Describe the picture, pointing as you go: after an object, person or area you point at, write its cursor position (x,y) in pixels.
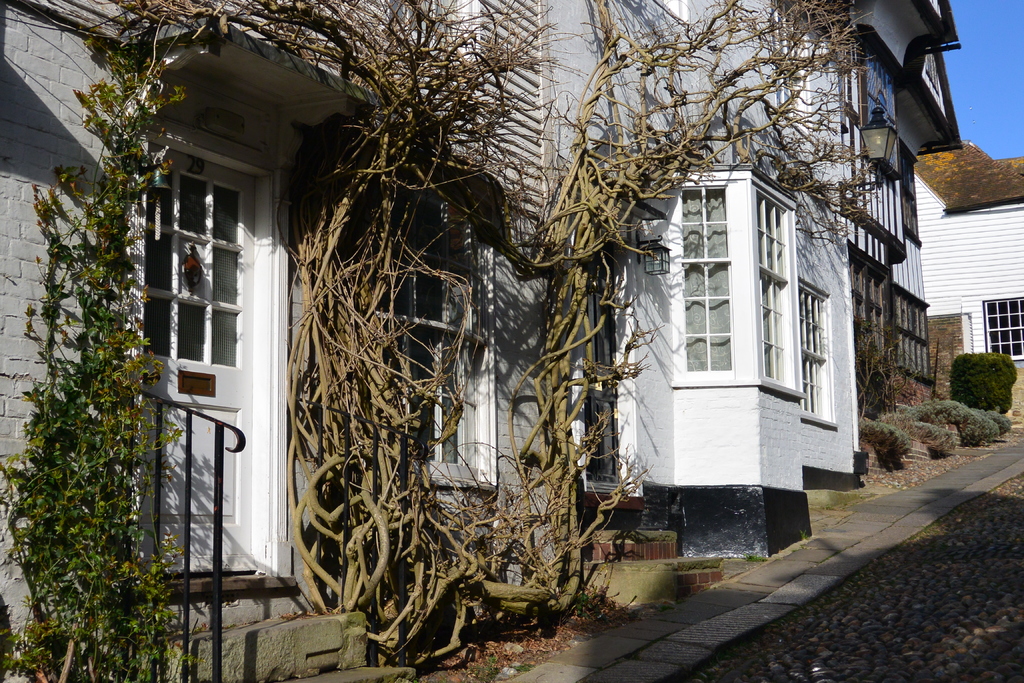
In this picture we can see the sky (979,65), buildings (945,120), windows (1019,307), door (225,308), railing (158,501). We can see the creeper plants (127,349), plants (944,436) and the lights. At the bottom portion of the picture (927,577) we can see the road (850,609).
